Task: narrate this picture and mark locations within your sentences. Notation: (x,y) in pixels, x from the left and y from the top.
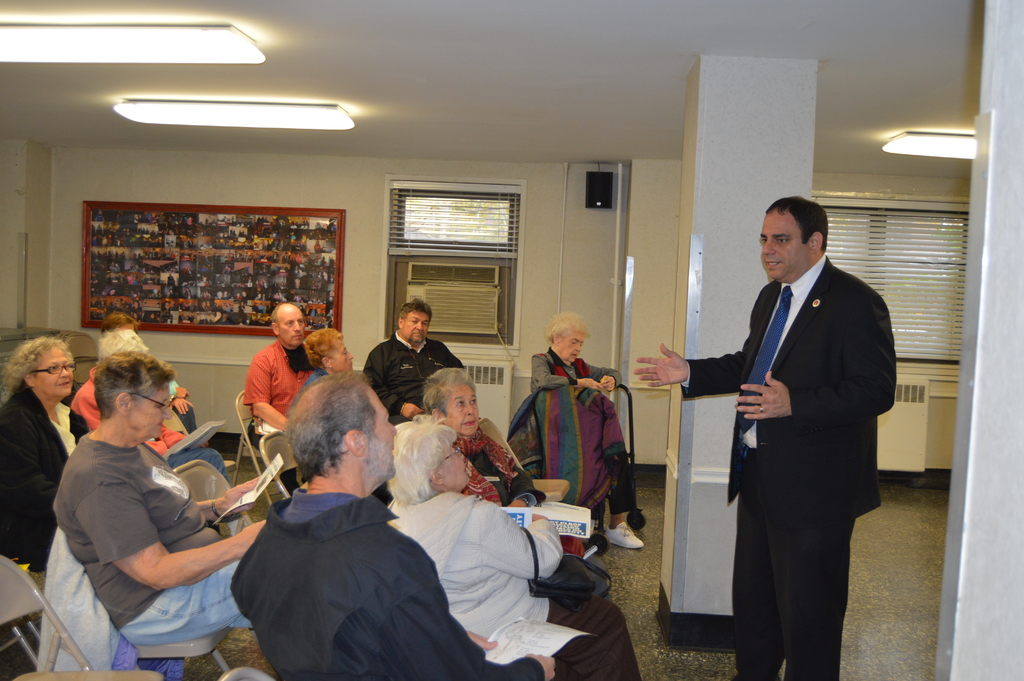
In this image we can see a group of people (296,410) wearing dress (309,531) are sitting on chairs (252,672) in placed on the floor (631,630). One person (797,333) wearing a coat (804,371) and tie (777,333) is standing on the floor (852,607). In the background (457,302), we can see windows (448,256), air conditioner (449,270), photo frame (291,291) on the wall (335,181), a group of lights (181,61) and a speaker (587,194).
